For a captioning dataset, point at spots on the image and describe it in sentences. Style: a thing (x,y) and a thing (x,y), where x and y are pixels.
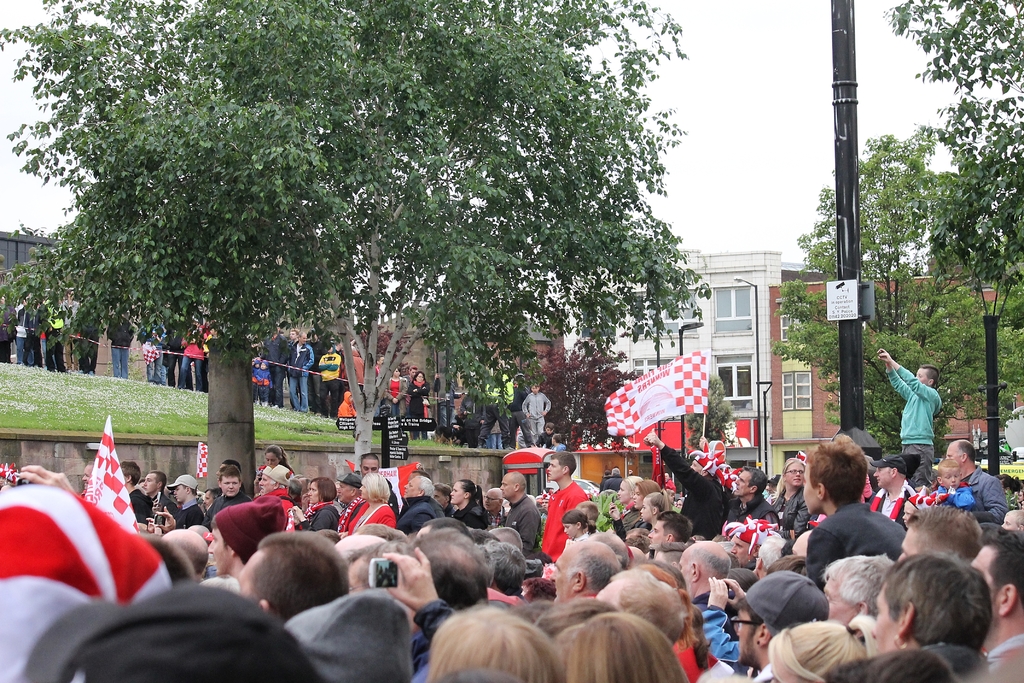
Here we can see crowd (217,500). Few people (656,432) are holding flags (99,480). Land (62,399) is covered with grass (53,396). Building (732,267) with windows (726,325). In-front of this building (740,295) there is a light pole (690,325) and trees (396,303).
